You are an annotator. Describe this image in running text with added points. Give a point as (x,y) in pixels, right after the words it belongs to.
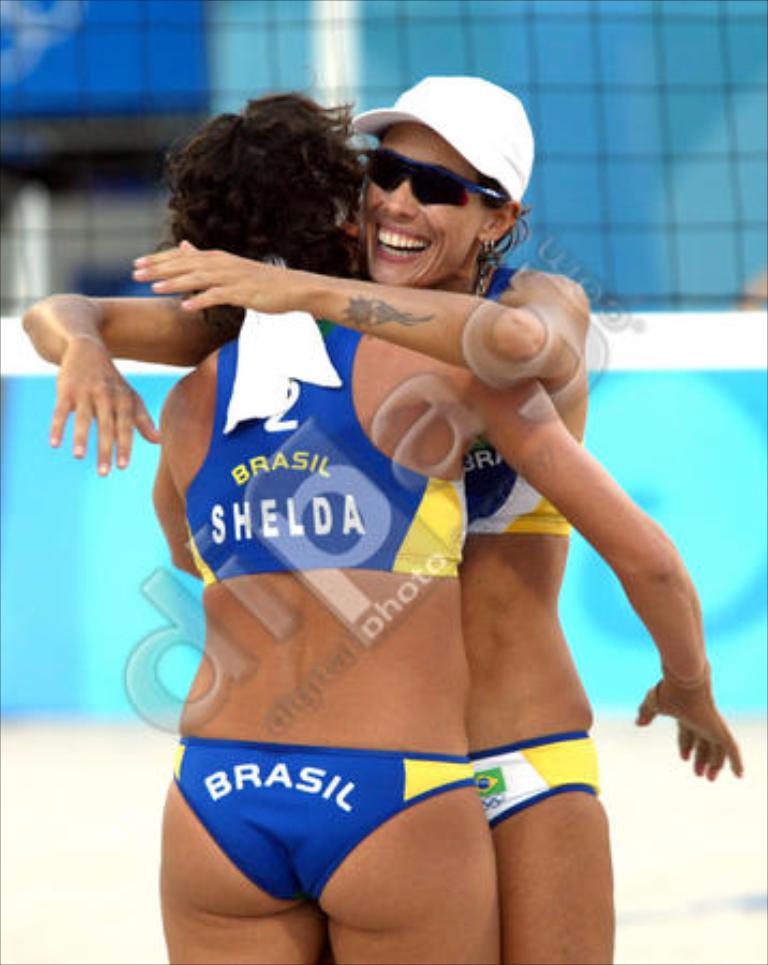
In this image there are two people (381,373) hugging each other. Behind them there is a banner (710,511). There is a net (476,65). There is some text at the center of the image (405,600).
